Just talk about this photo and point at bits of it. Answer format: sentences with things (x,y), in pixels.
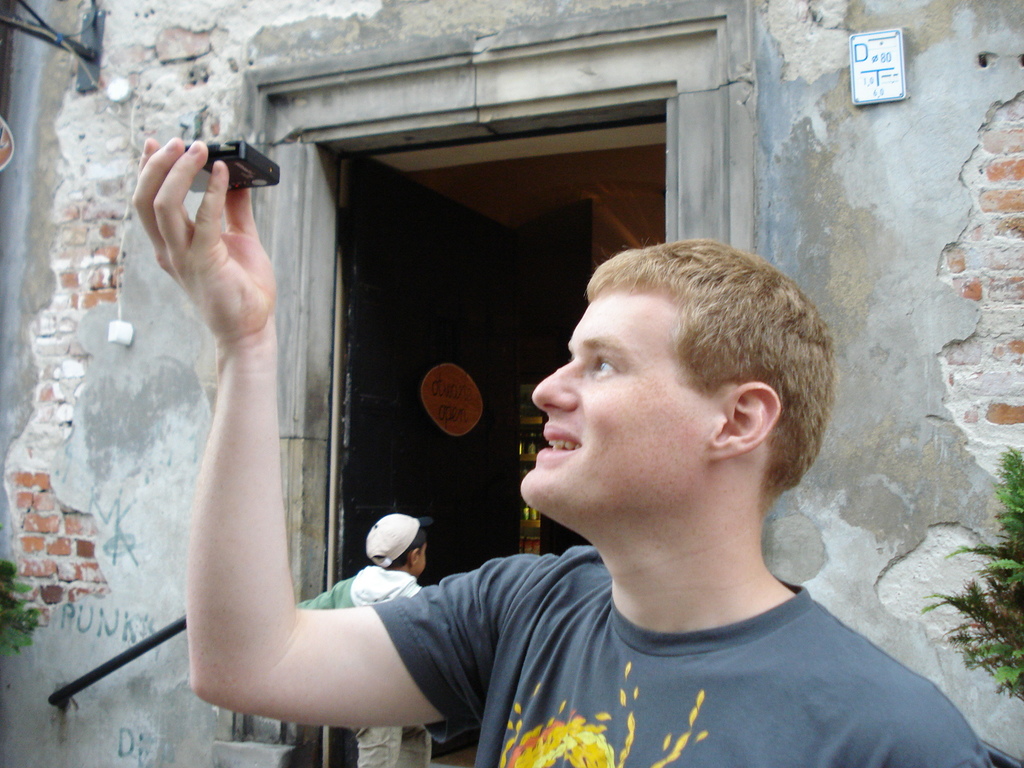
In the middle of the image (615,359) a person (554,401) is standing and holding something in his hand (235,195). Behind him there is wall (972,34) and there are some plants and a kid (334,597) is standing.
